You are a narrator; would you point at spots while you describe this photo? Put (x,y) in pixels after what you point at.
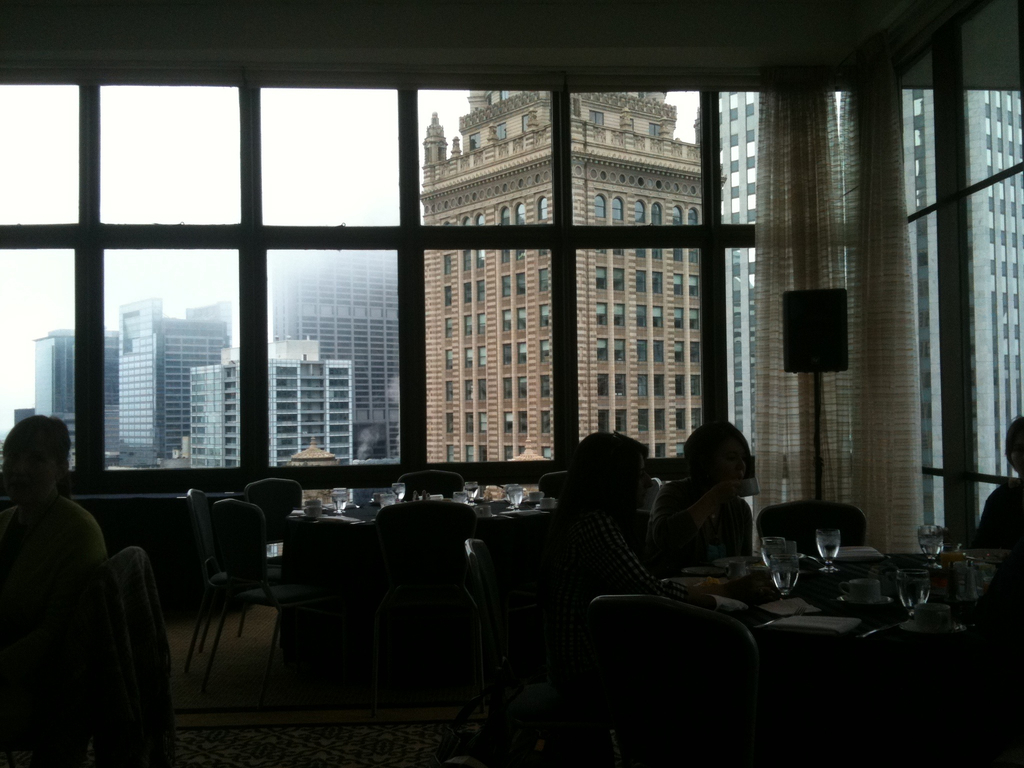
This picture shows some people (677,517) were sitting in the chairs (146,621) in this room (699,672) around a table (825,591) on which some glasses (912,591) were placed. In the background (474,365) through the windows (255,376) there are some buildings (426,314) here.
